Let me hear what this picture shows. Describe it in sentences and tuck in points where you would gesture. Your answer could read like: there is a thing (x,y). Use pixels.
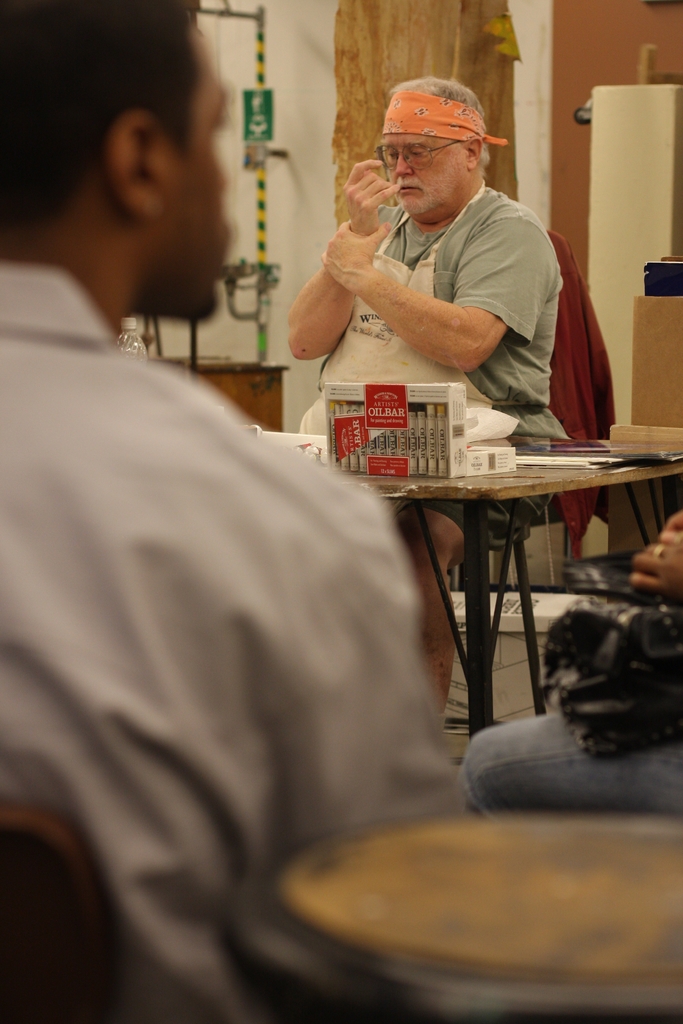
In this image i can see a man (138,830) sitting at the back ground (378,261) i can see the other man (368,263) sitting, a box (391,433), a paper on a table (535,485), a pole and a wall (275,202).
